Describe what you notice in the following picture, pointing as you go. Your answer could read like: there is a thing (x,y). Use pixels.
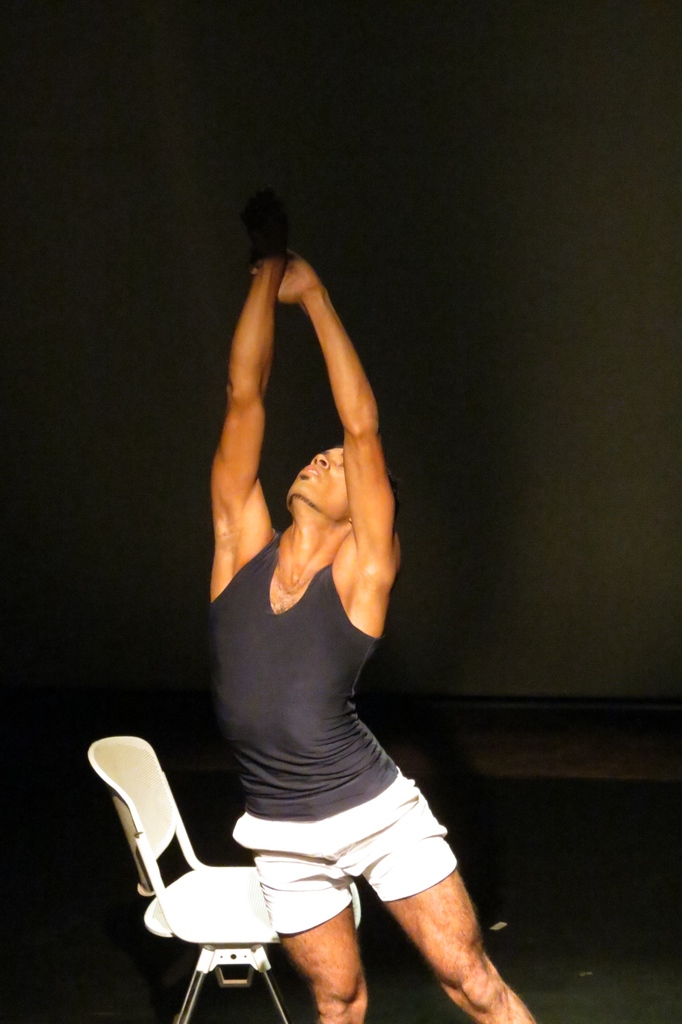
In this image, we can see a person (338,497). We can see a chair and the ground (638,881). In the background (525,575), we can see the wall (519,608).
